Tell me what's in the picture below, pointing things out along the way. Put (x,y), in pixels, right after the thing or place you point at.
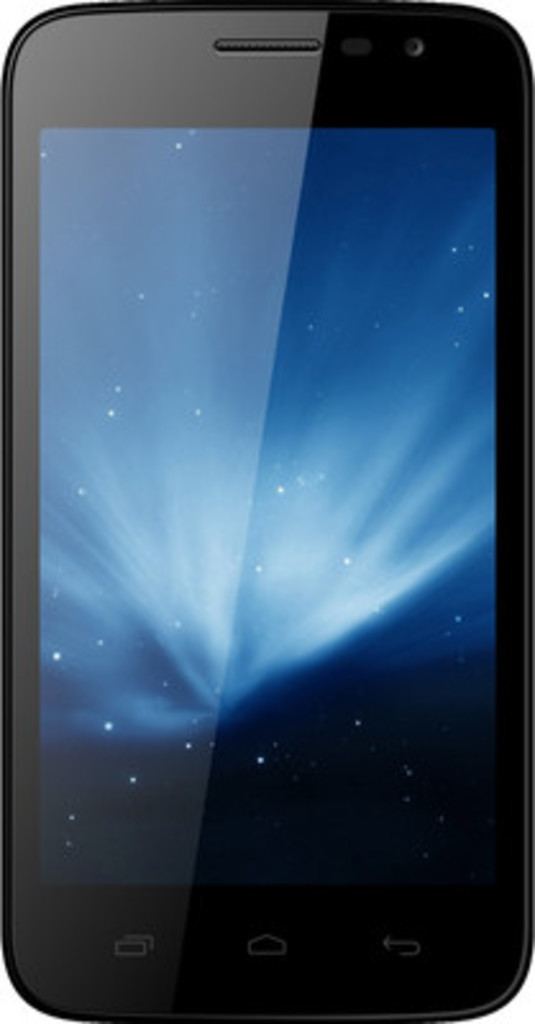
In this image, we can see a mobile phone (273,732) and the background (529,10) is white in color.
